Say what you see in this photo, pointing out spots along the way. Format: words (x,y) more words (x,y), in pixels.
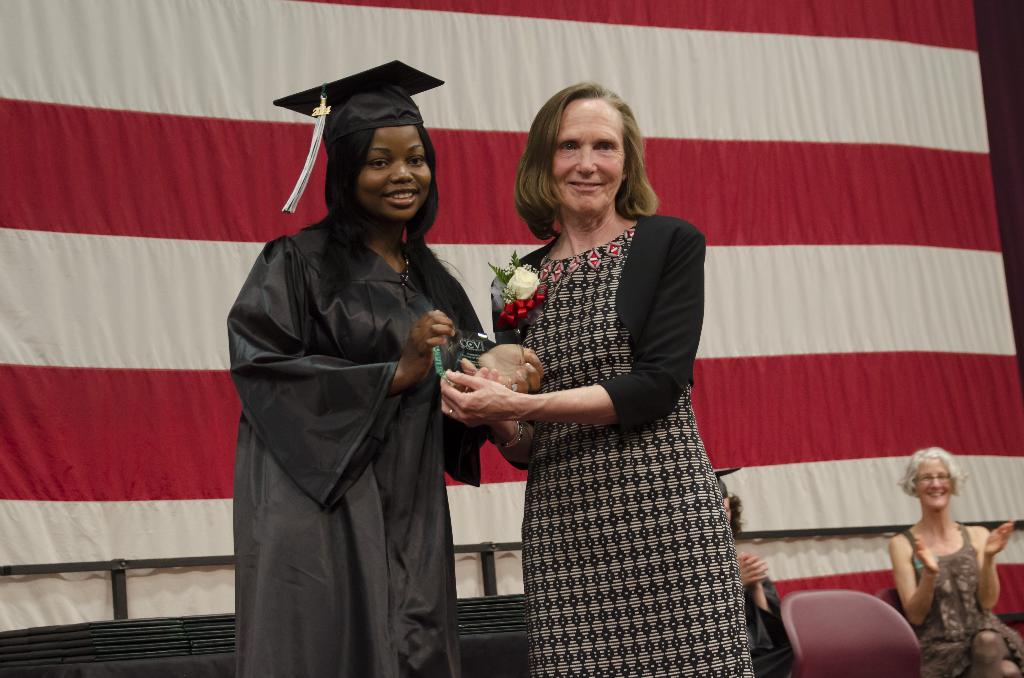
In this picture we can see a cap (352,119), flower (518,285), leaves (515,259) and two women (579,358) holding a shield (512,353) with their hands (476,389) and standing and smiling and at the back of them we can see two people (917,578) sitting on chairs (838,608), curtain (781,182) and some objects (67,653).
